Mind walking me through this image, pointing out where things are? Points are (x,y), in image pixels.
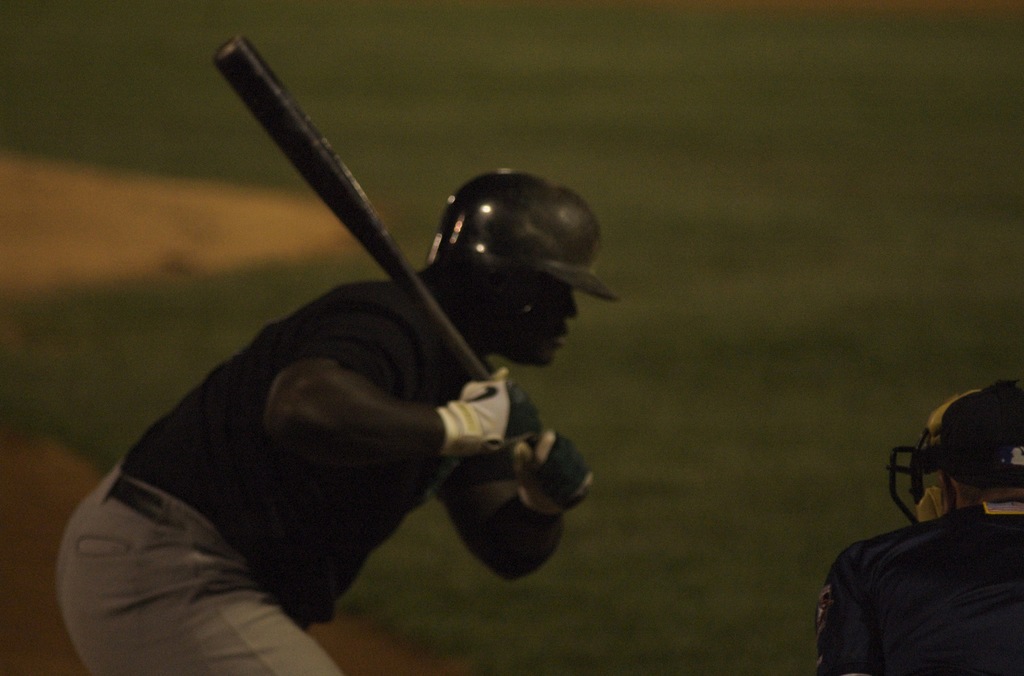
In the foreground of the picture (388,528) there are two persons (413,450). Towards left (322,302) the person (426,357) is holding a bat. The background (151,331) is green.
